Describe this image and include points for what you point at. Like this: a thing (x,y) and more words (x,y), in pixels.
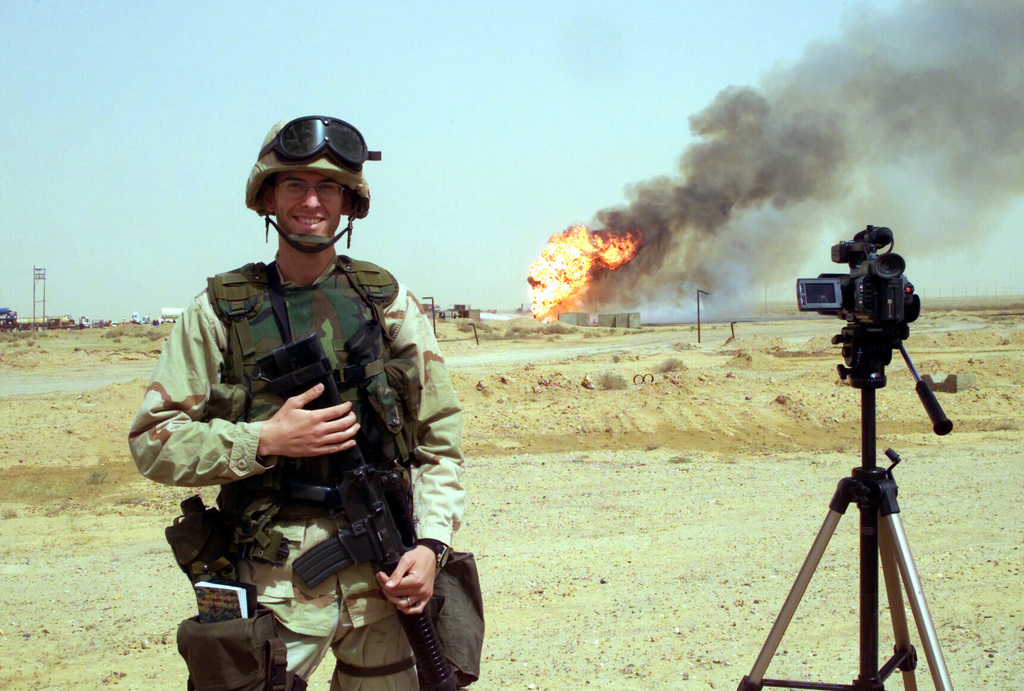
In this image, we can see a man (309,230) wearing hat (268,174), jacket (337,459), bag (447,615) and holding a gun (347,475) in his hands (339,447). In the background (653,295), we can see a camera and there are fire fumes (689,222). At the bottom (636,468), there is ground (530,412).
